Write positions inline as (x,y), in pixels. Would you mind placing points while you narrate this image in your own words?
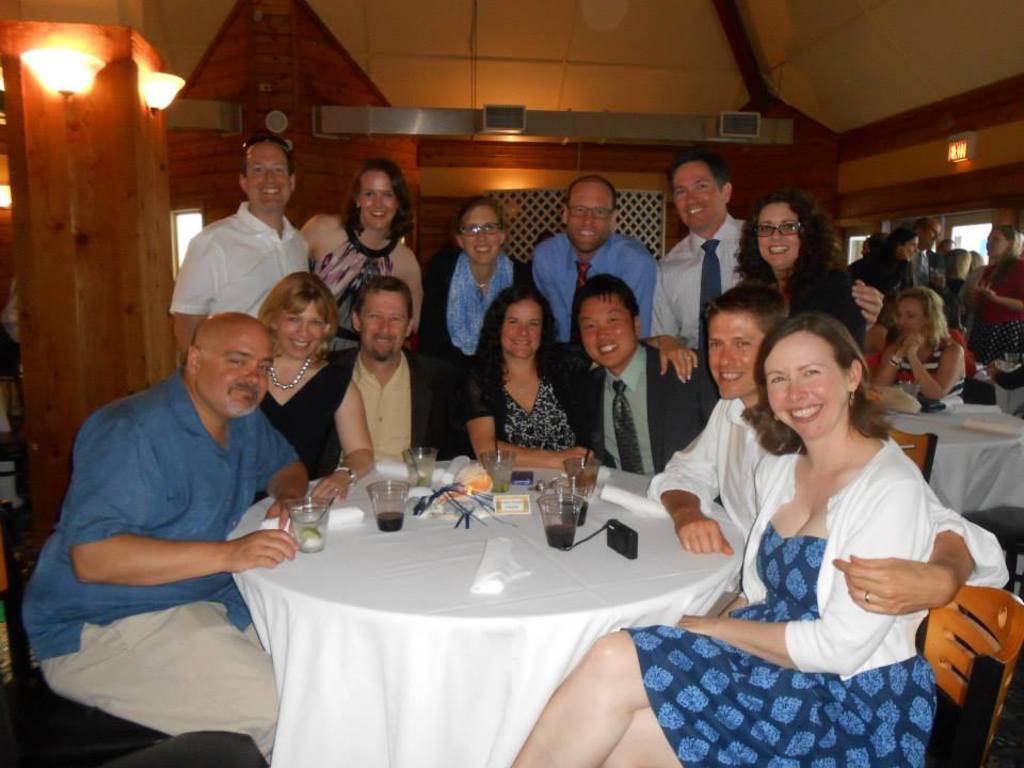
In the image we can see there are lot of people (611,370) who are sitting on chair (939,640) and at the back (889,282) there are people (480,263) standing.
